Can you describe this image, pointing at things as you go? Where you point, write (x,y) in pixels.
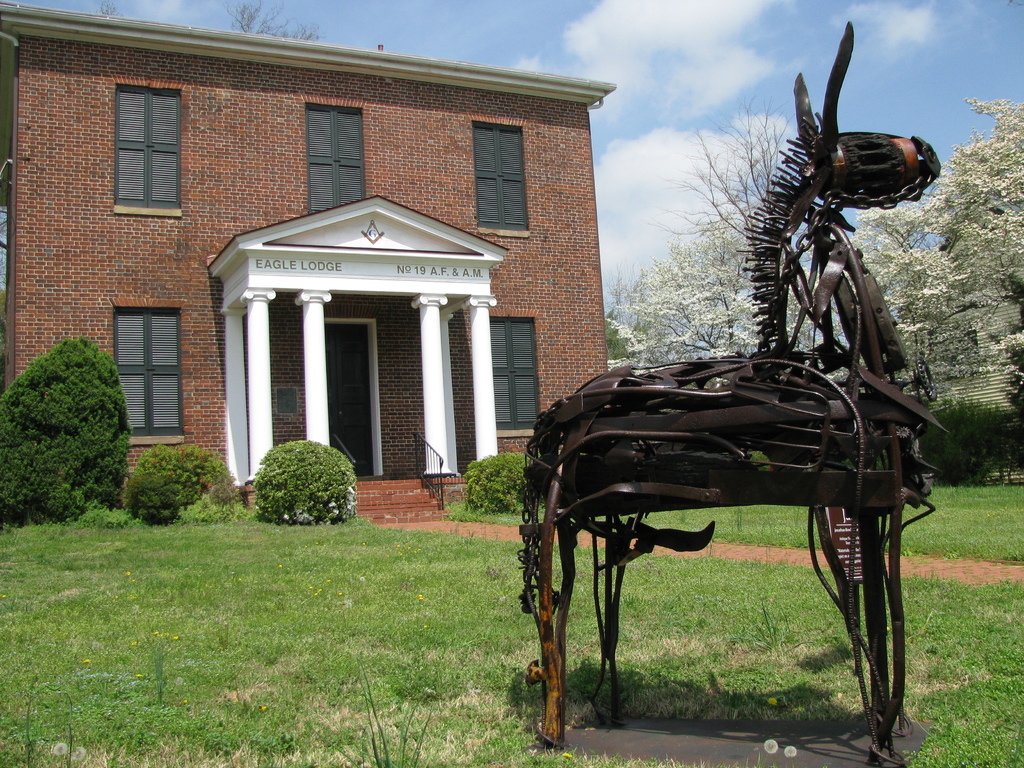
In this image we can see a building (331,258) and it is having few windows (351,197). There is an entrance (372,426) in the image. There are many trees (997,304) and plants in the image. There is a grassy land (394,620) in the image. We can see the clouds (659,207) in the image. There is a walkway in the image.
